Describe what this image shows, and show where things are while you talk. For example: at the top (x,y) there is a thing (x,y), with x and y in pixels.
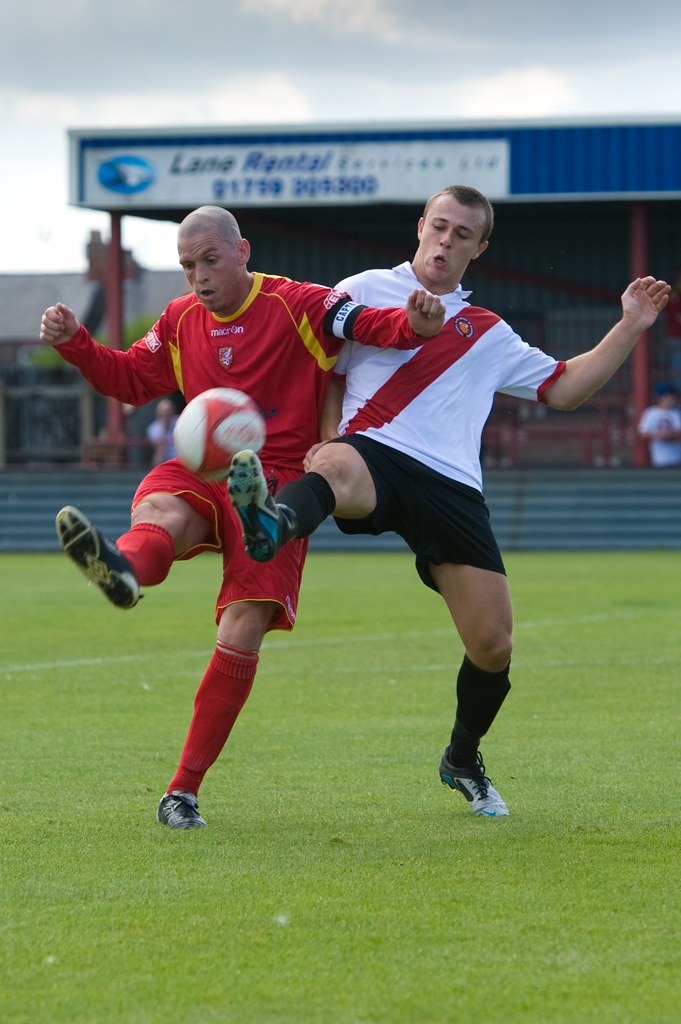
In this image we can see two persons (237,556) are playing football (224,438) in the ground (322,893). In the background (2,407) we can see sheds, poles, board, people (158,414), and sky (210,119) with clouds (321,93).
